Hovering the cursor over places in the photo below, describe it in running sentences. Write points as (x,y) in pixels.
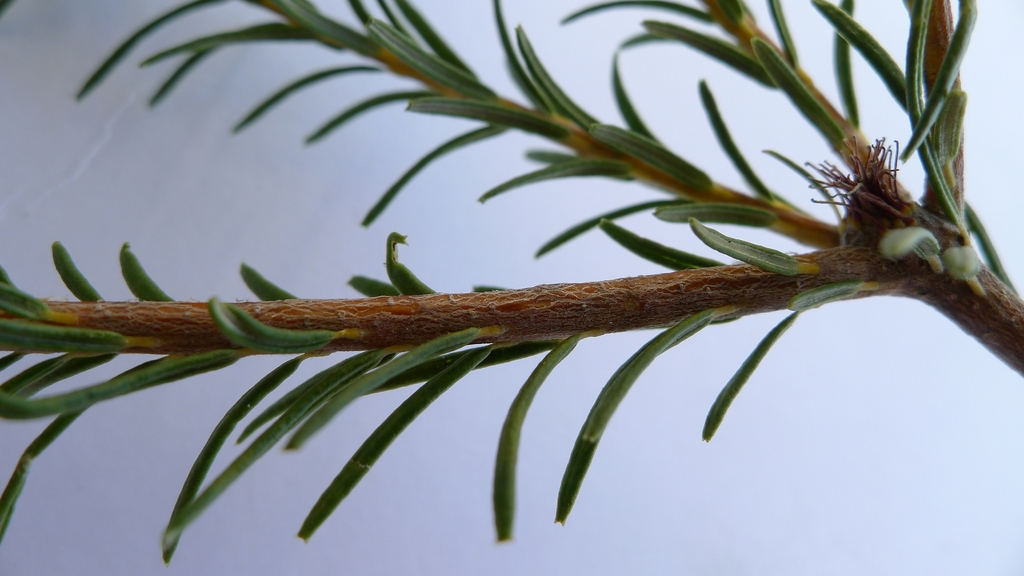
In this picture I can see there is a stem (763,37) and it has leaves (327,128), there is a wall (343,213) in the backdrop (586,358).
